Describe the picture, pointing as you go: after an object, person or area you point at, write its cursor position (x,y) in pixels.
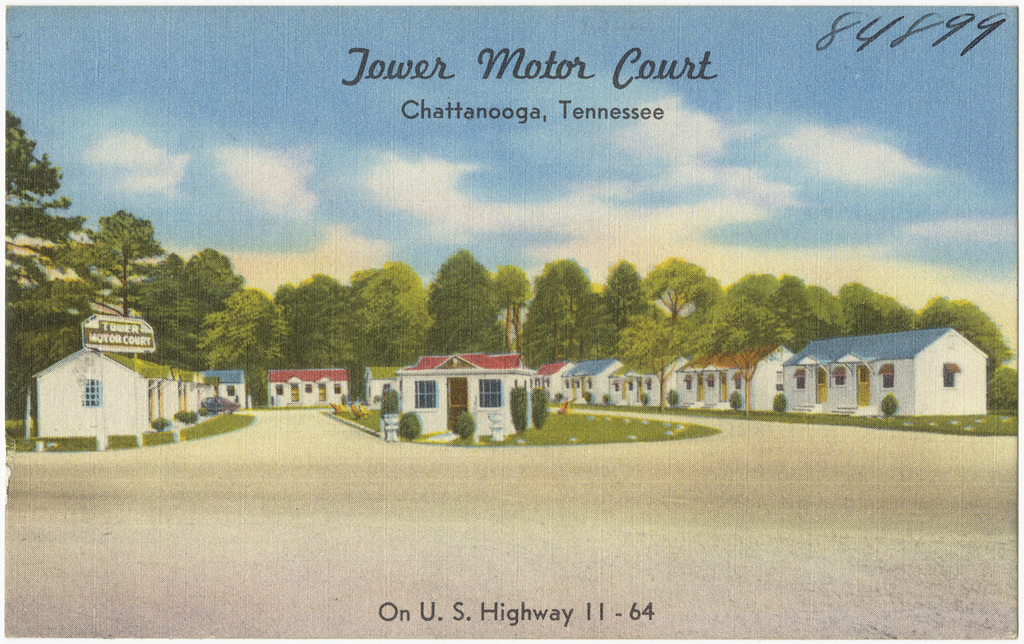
In this image we can see a painting (361,273). In the painting (472,355) there are many houses (344,378). In front of the houses (474,405) we can see the grass (80,447) and plants (396,398). Behind the houses (445,406) there are groups of trees (393,289). On the left side (117,350), we can see a board (115,337) with text (104,331). At the top (721,87) we can see the sky (269,129) and text (516,103). At the bottom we can see the text (647,610).
